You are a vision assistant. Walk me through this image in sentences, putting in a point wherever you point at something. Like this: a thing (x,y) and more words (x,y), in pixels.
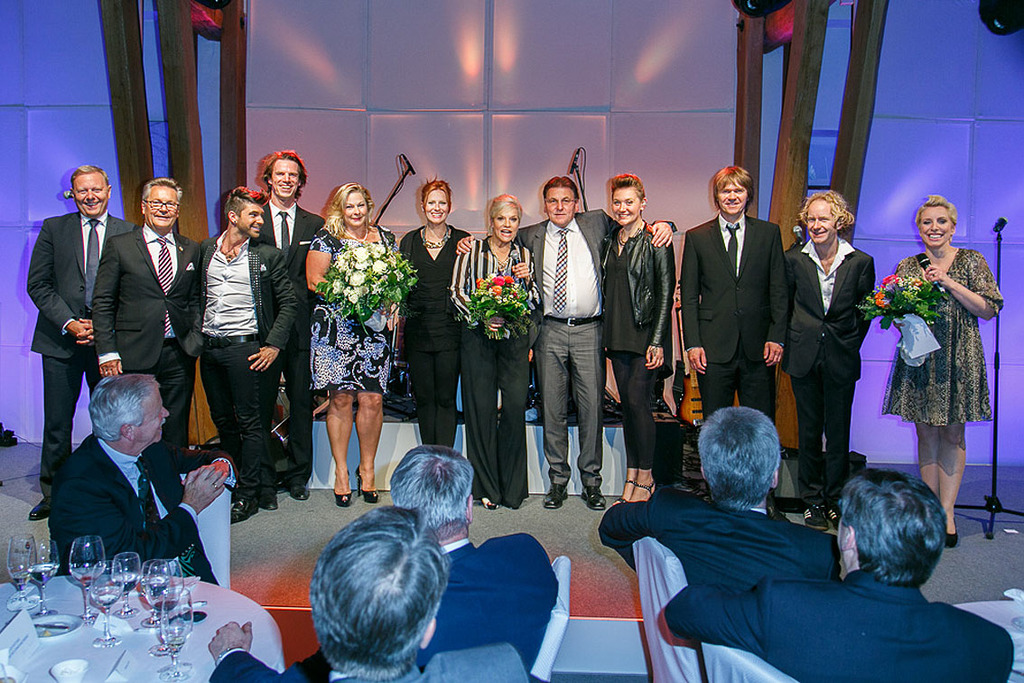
In the foreground of this picture (470,492), there are men (436,590) sitting on the chair (655,621) near a table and we can see glasses (113,569) on the table (246,609). In the background (586,432), there are persons (313,349) standing and posing to a camera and behind them there is a wall (599,55) and mics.
